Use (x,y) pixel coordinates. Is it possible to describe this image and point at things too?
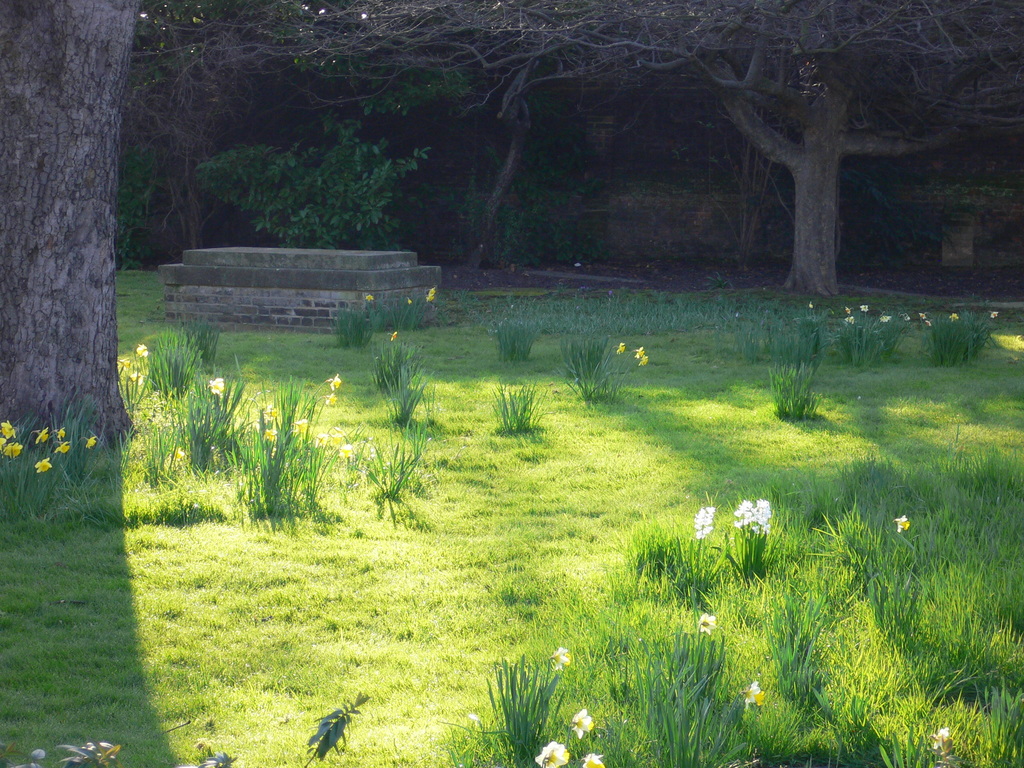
There is a garden (359,453) and there are some beautiful flowers (750,515) in between the garden (571,382), there are many trees (362,72) around the garden (845,757).
